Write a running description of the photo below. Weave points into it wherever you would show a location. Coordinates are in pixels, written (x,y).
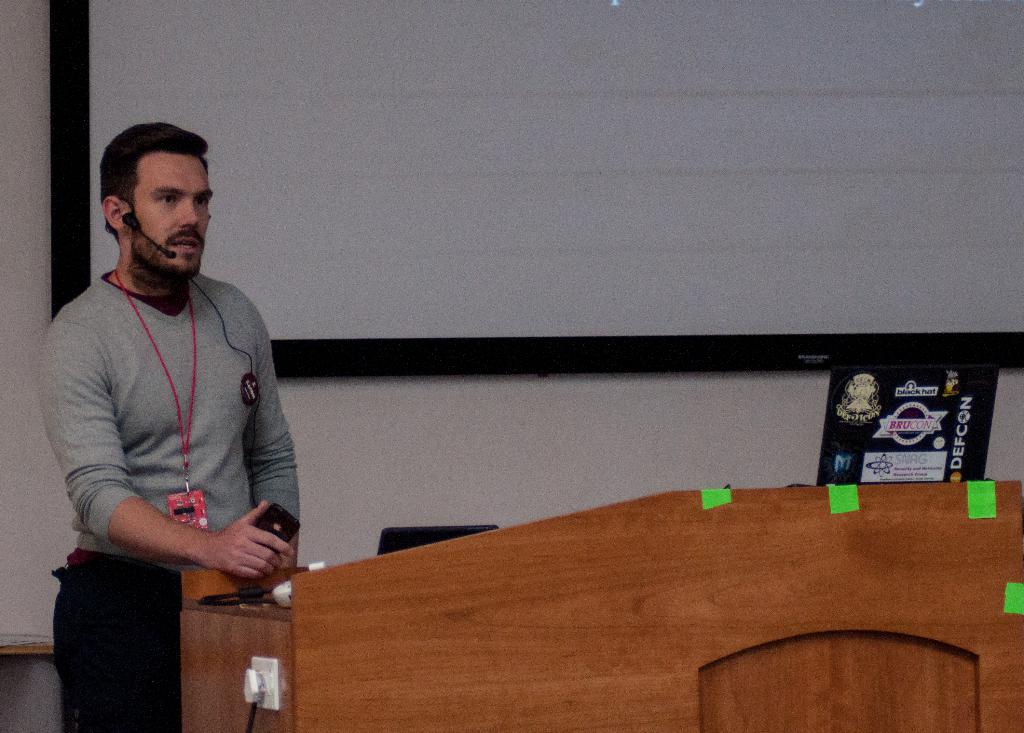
In the image on the left side (235,538) we can see one person (236,518) standing and he is holding mobile phone (282,521). In front of him, we can see one table (678,564). On table (754,579), we can see black color object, switch board (264,661) and few other objects (273,595). In the background (548,454) there is a wall (605,433) and board (612,370).
